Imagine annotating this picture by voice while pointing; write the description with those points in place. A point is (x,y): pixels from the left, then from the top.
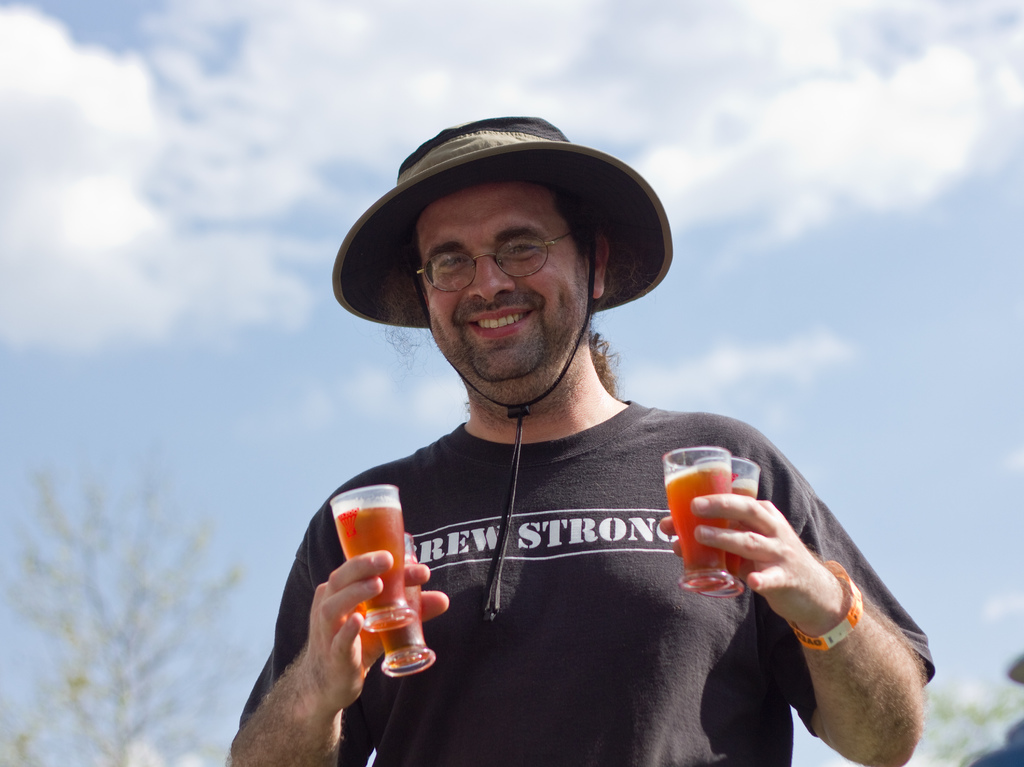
In the picture we can see a man (528,501) standing holding a four glasses (403,536) with drink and he is wearing a black T-shirt (594,473) with a wordings REW STRONG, he is wearing a hat (349,282) which is black in color and band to the hand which is orange and white in color, in the background (231,427) we can see a sky (895,292) with clouds (576,101) and some plants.
